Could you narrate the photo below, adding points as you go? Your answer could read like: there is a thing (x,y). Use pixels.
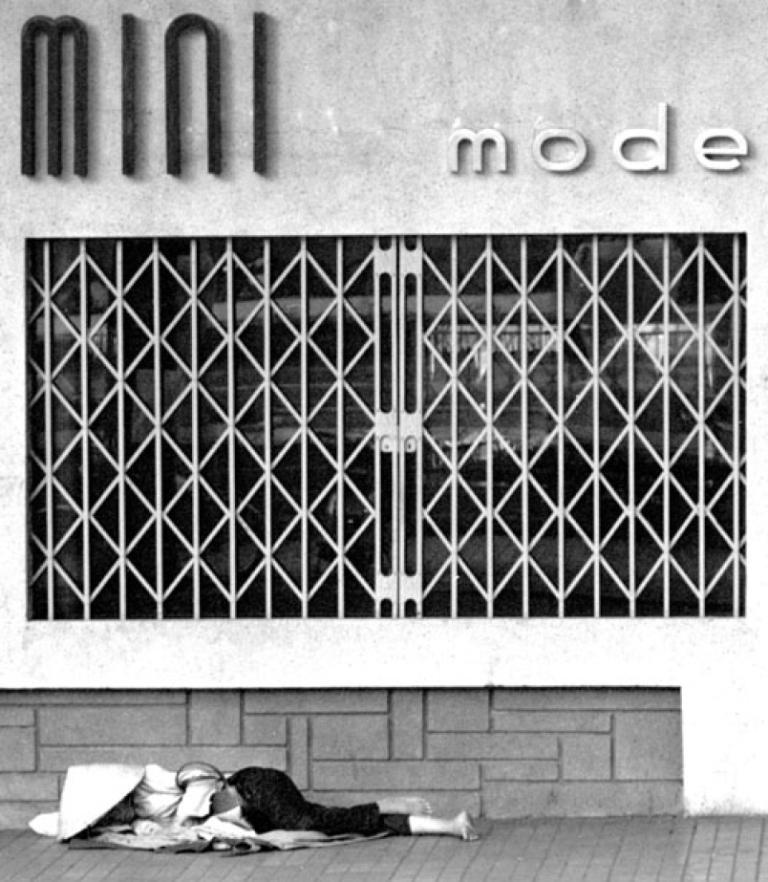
In this black and white picture there is a person (138,830) lying on the ground (267,869). Behind the person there is a wall (354,197). In the center (396,437) there are grills (396,437) to the wall (145,80). At the top (167,84) there is text (24,112) on the wall (329,122).
